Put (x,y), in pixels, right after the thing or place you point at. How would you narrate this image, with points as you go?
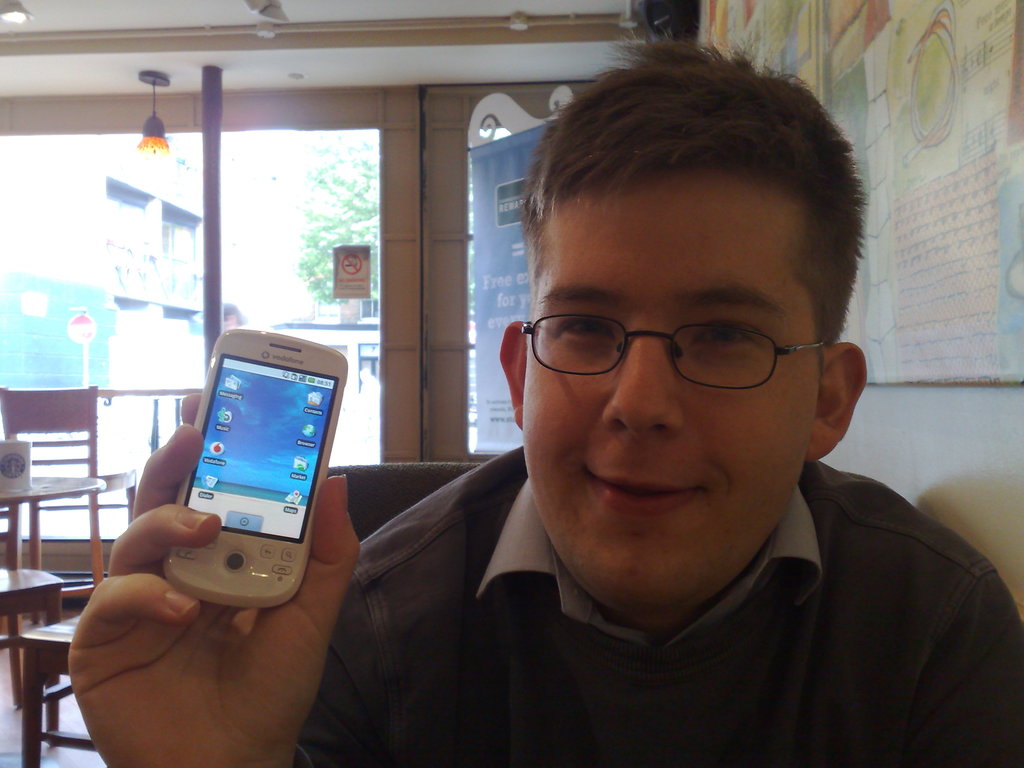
A man (785,648) with grey jacket (666,669) is sitting to the right corner (686,678). He is holding a mobile (322,439) in his right hand (263,619). He is having spectacles (675,352) and he is smiling. To the right side wall (883,420) there is a poster (923,126). And to the left side (71,486) there is a table (72,491) with white cup (14,475) on it. There are two chairs (56,588) around the table (37,545). In the background (165,256) there is a door (270,239) with a glass (65,257). On the top (149,125) there is a lamp (165,146). And at the back of him there is a poster (488,246).
